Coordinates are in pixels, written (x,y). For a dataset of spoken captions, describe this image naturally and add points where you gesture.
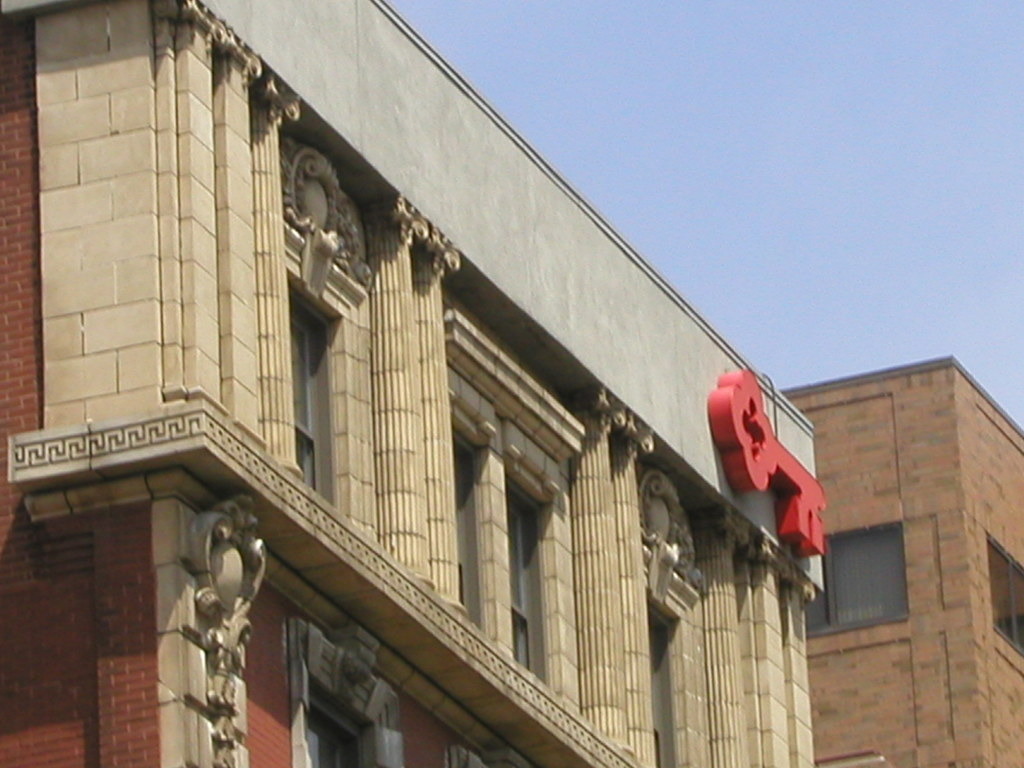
In this image I can see buildings (578,412) and windows (829,582). At the top (722,166) I can see the sky (769,68). This image is taken during a day.
